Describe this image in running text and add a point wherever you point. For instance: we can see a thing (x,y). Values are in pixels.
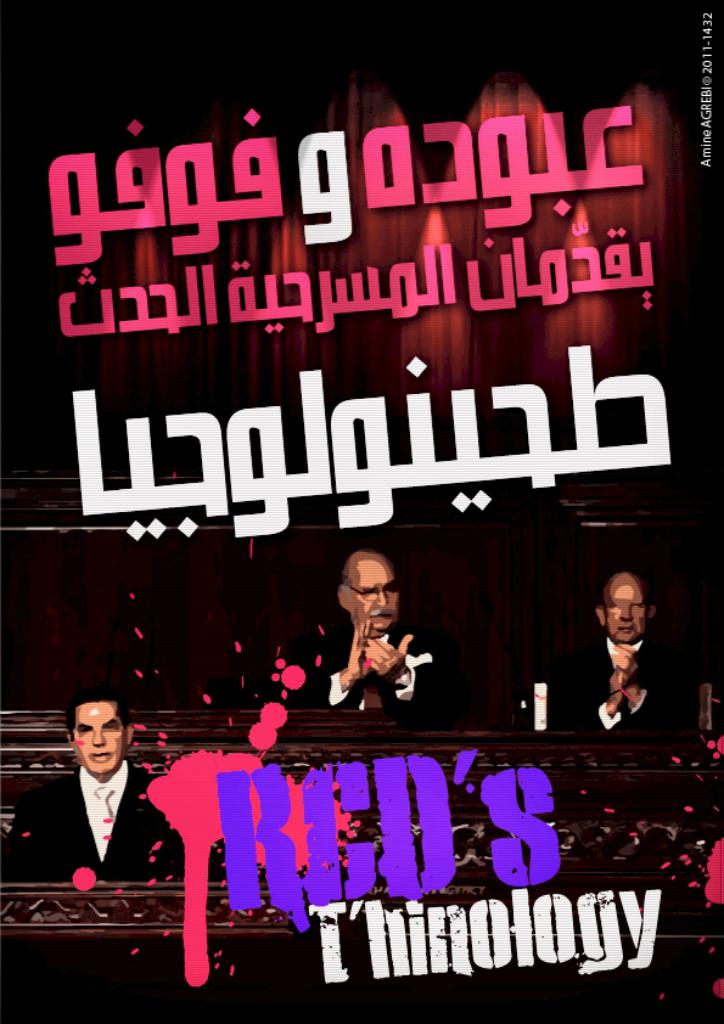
In this picture we can see a poster (307,645), in which we can see few people images (455,658) and some text (344,150).
